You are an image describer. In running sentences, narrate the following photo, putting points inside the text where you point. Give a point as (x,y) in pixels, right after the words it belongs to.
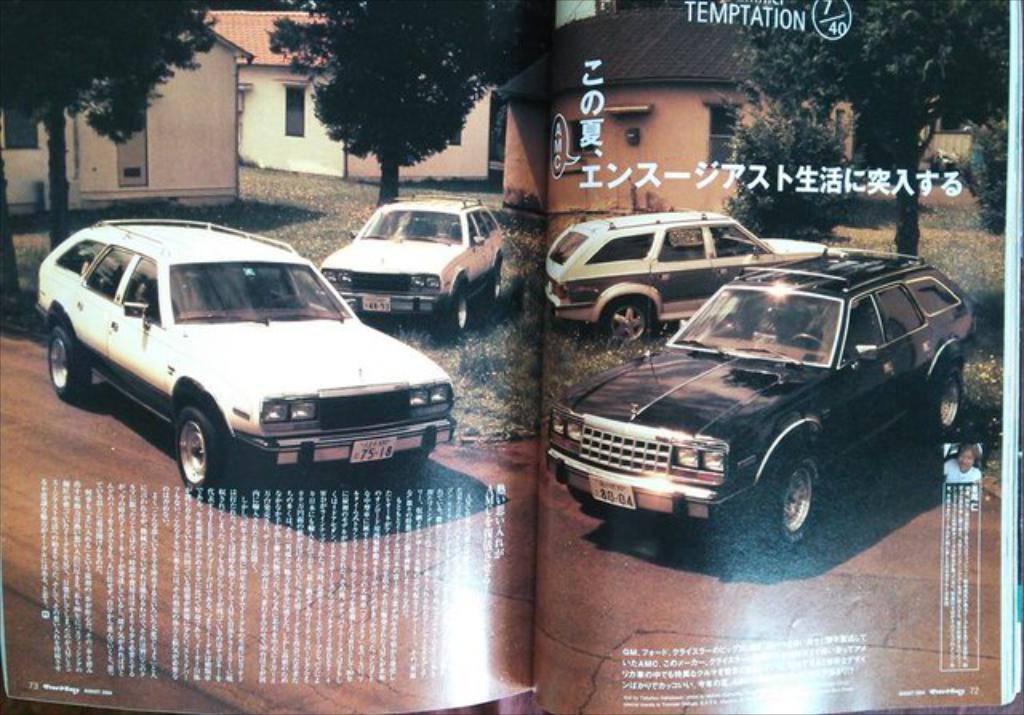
In this picture, it looks like a magazine (93,293) with an image of vehicles (367,306), houses (308,78), trees (758,103), grass (468,348), road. On the right side of the image (966,449), there is an image of a person (958,462). On the magazine (445,562), something is written on it.
